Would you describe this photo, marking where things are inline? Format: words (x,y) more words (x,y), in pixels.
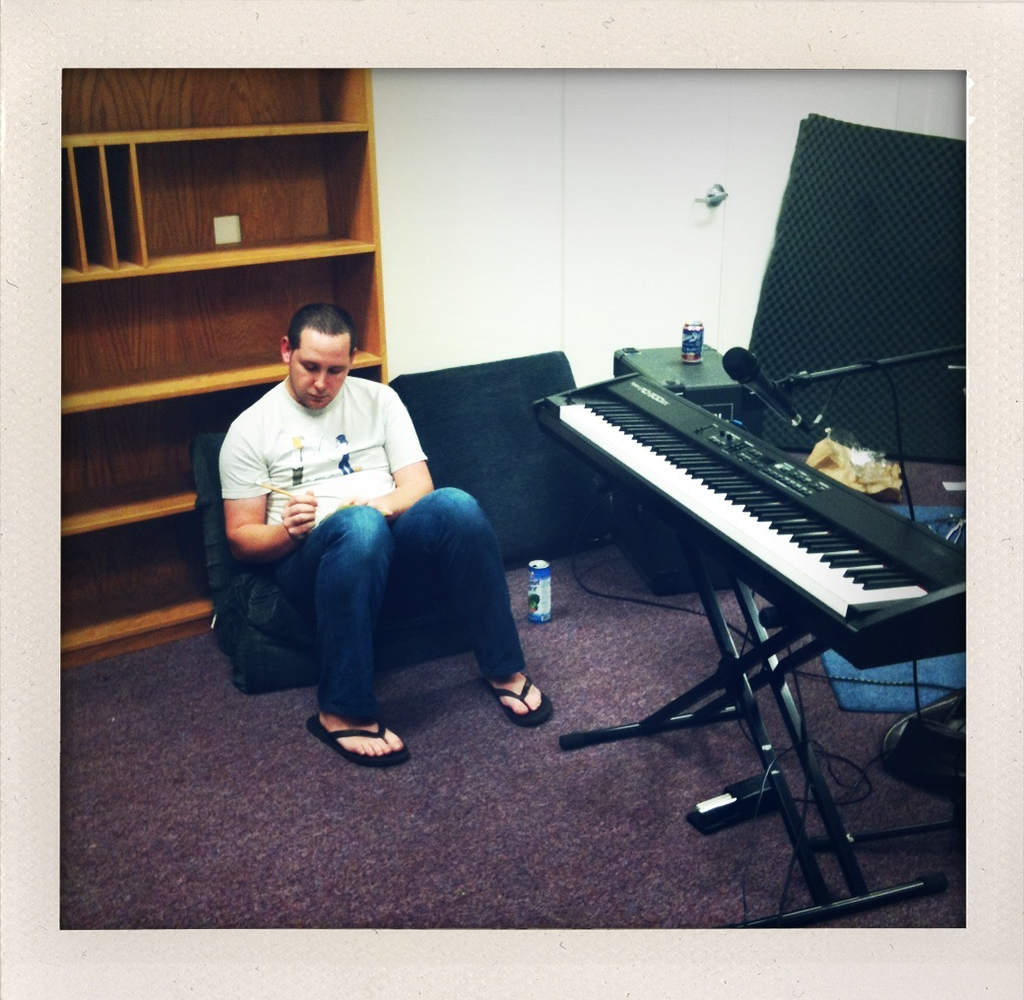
A man (320,546) is sitting on a bean bag (248,578). He is holding a pencil (290,494). On the floor (518,590) there is a can (531,586). Behind him there is a wooden cupboard (189,280) and a wall (478,248). In the right corner (785,561) there is a keyboard (763,578) with a stand (728,664). There is a mic (744,376) and mic stand (795,374). In the corner there is a table (704,378). On the table (707,376) there is a can (690,333).
